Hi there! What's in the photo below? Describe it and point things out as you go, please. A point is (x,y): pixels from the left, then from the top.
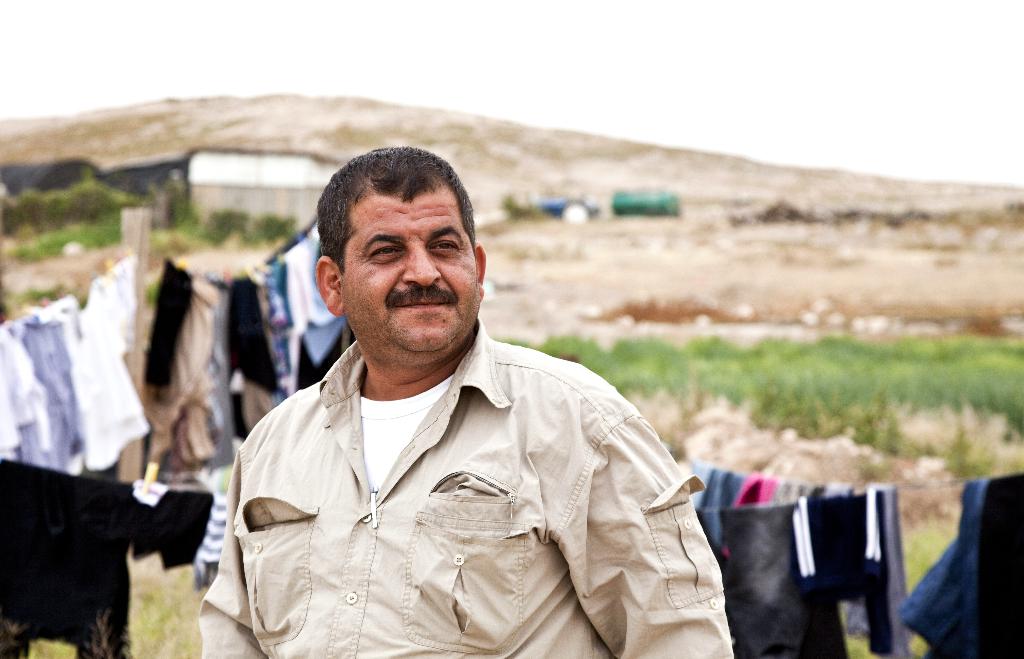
This is the man (426,444) standing and smiling. He wore a shirt (413,544). These are the clothes (184,334) hanging on the ropes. In the background (383,131), I can see a hill (202,146), house (239,182), and trees (175,204).
